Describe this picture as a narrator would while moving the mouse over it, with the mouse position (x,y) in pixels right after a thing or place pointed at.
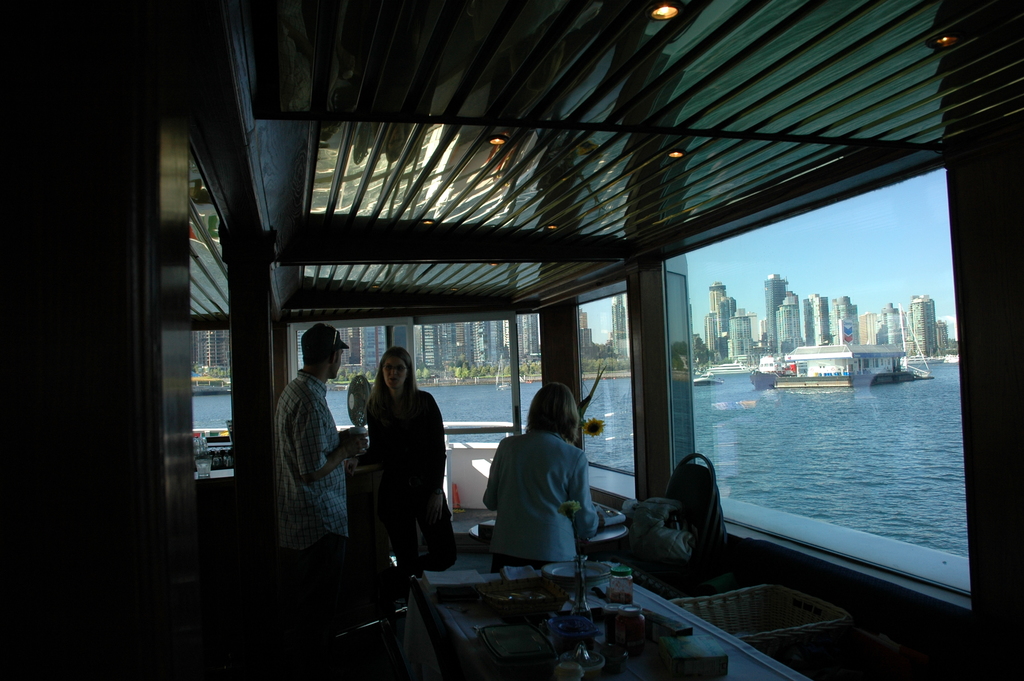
This image consists of three persons (313,494). It looks like they are in the ship (310,171). At the top (490,167), there is a roof (477,190). To the right (849,458), there is a water (786,421). In the background (729,333), there are skyscrapers (930,317).
